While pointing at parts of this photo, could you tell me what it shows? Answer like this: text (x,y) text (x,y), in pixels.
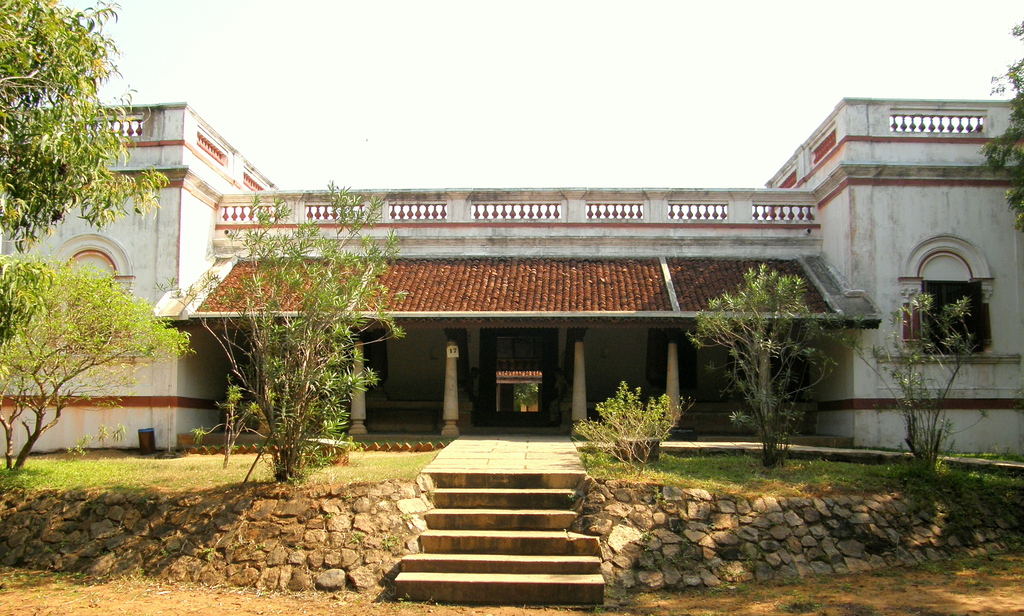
In the picture we can see an old house (534,418) with some pillars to it with a roof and near to the house (67,422) we can see a path (527,464) with a grass (259,476) and on it we can see some plants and steps (461,483) and behind the house (966,168) we can see a sky (276,117) and beside the house (999,230) we can also see a part of the tree (1021,123).
